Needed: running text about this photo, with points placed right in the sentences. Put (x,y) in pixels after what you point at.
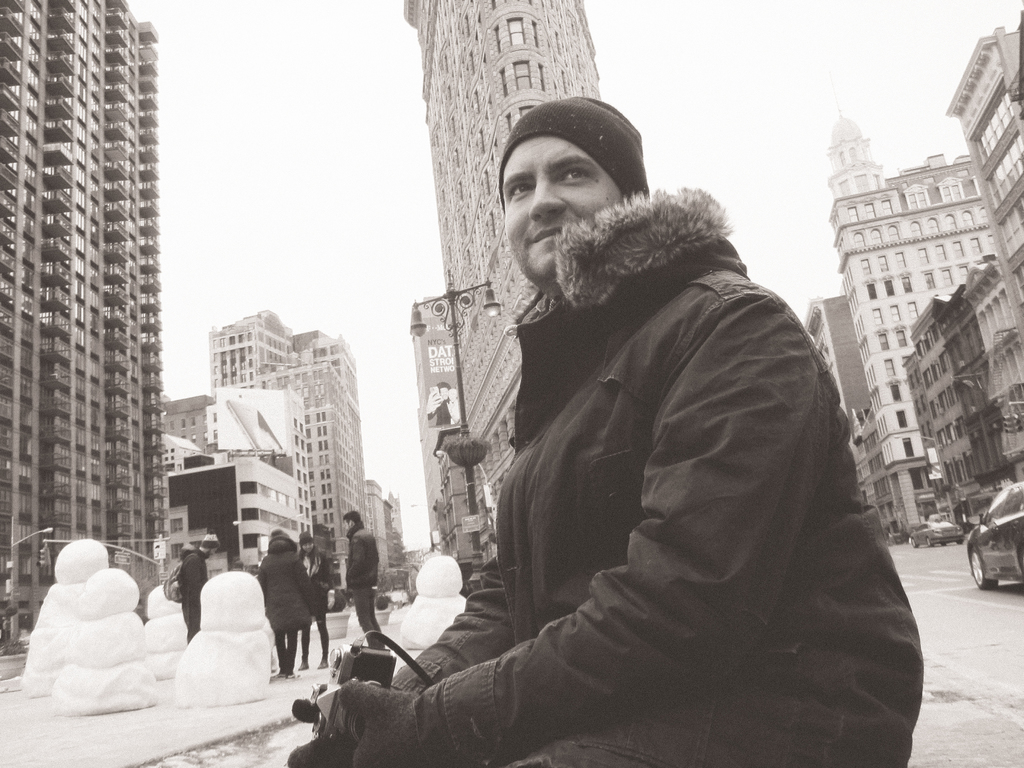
In this image there is the sky (278,202), there are buildings (328,426), there are persons (293,577) standing, there are objects (127,621) made of ice (94,631), there is a streetlight (39,534), there is a building (95,280) truncated towards the left of the image (94,324), there is a person (604,517) sitting and holding a camera (366,680), there is road (948,611), there are vehicles (984,548) on the road (954,550), there are buildings (932,344) truncated towards the right of the image (916,295), there is a pole (477,540).
